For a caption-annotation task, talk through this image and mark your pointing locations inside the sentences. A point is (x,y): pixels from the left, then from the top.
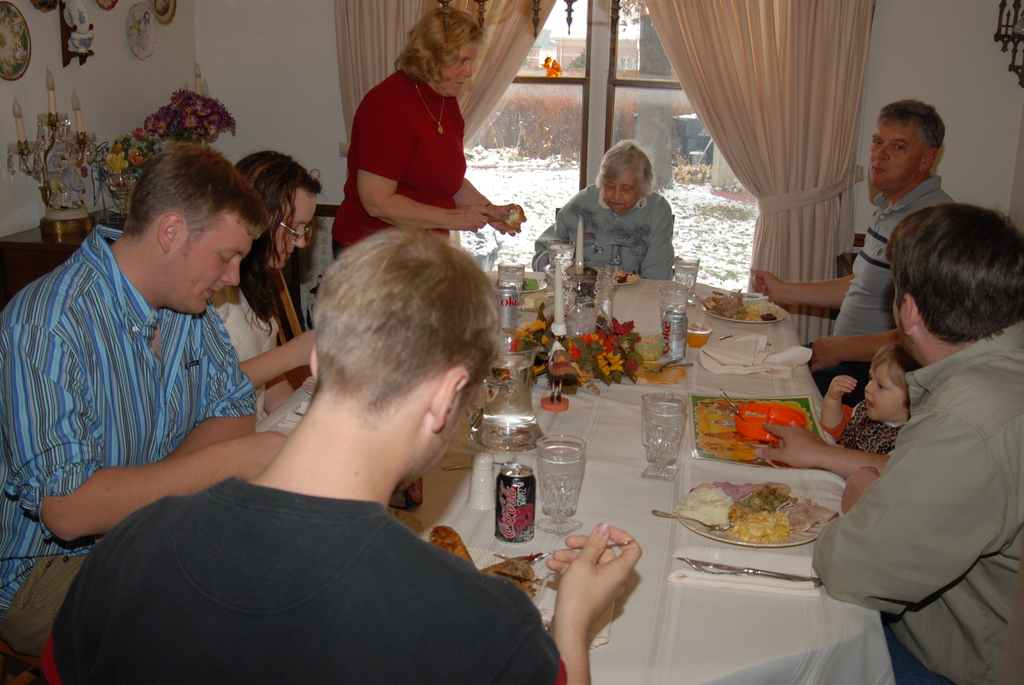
In this picture we can see persons (876,562) are sitting on the chairs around the table (651,628). And there is a cloth (794,650) on the table (792,617). This is the plate (789,545), glasses (670,422), and these are some flowers (590,333) on the table (582,399). And this is the glass (565,112). There is a curtain (796,72) and on the background (255,60) there is a wall (243,74), and these are the flower bouquets (121,172).
